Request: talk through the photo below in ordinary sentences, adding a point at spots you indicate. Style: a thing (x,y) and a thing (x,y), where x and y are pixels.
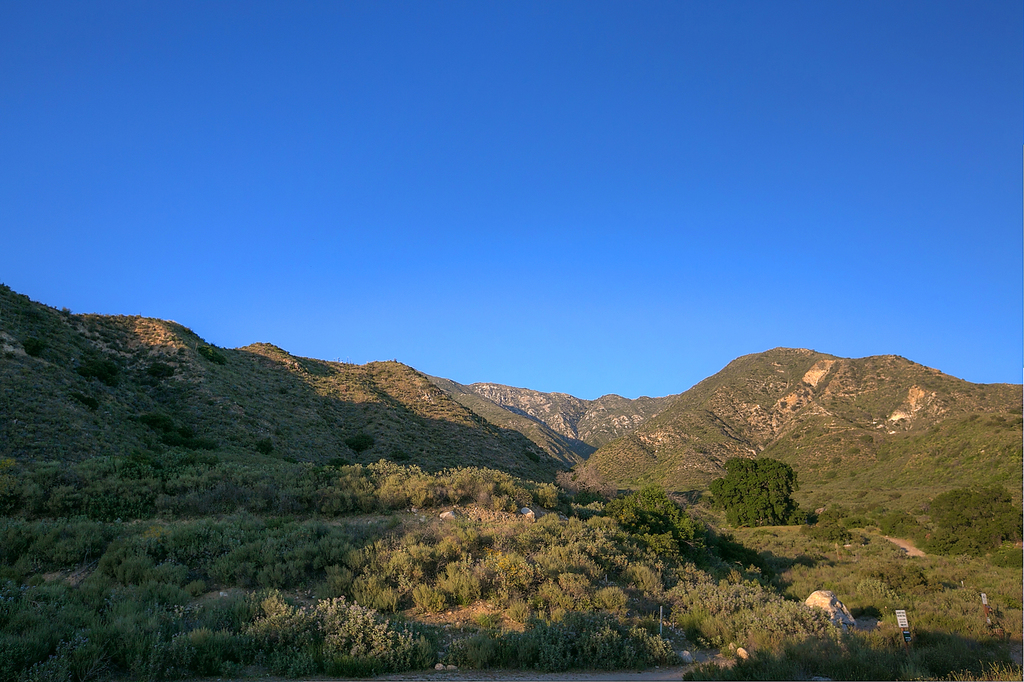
These are the mountains (281,427). I can see the trees (770,472) and plants (761,607). This looks like a board (903,626). I think this is the rock (828,614).
